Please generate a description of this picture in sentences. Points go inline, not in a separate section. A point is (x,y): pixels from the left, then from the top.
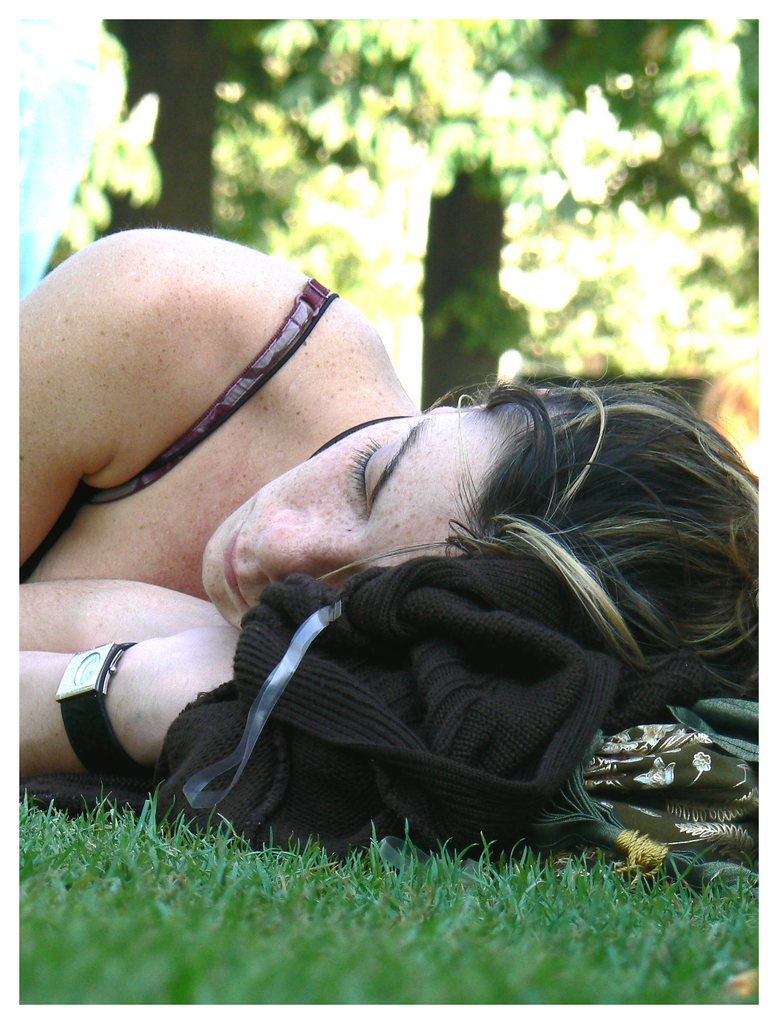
At the bottom of the image (236,919) there is grass (112,914), above the grass (113,903) a woman (169,316) is lying. Behind her there are some trees (509,256).
